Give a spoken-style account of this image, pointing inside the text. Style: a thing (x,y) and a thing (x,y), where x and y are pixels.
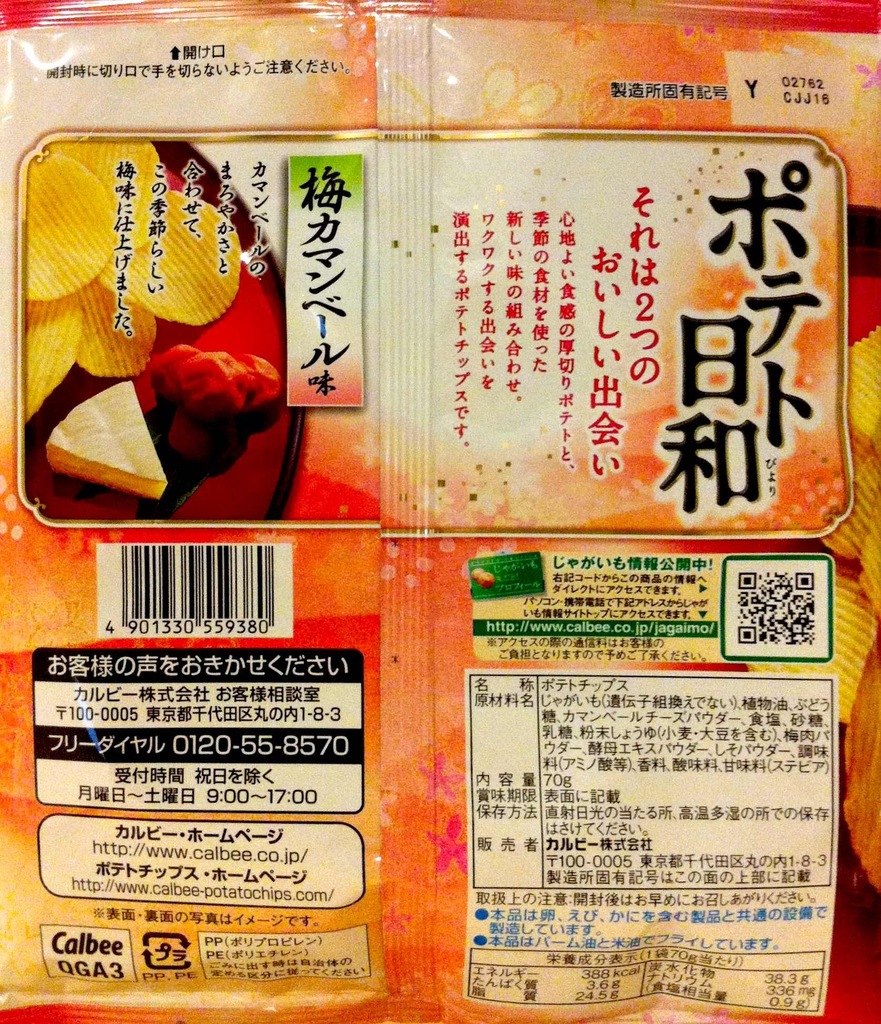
In the center of the image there is a cover (7,593).
